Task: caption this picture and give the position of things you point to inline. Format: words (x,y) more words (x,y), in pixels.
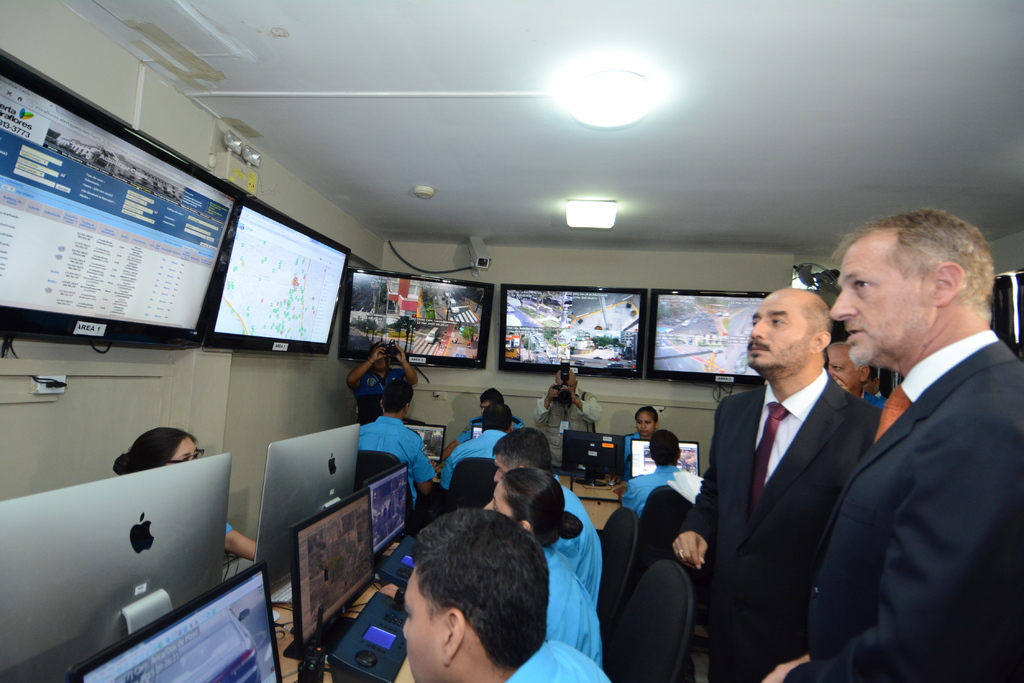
Screens (268,320), camera (481,250), fan (818,282) and device (251,173) are on walls (364,231). Lights (594,84) are attached to the ceiling (584,157). On these tables (305,642) there are computers (161,553), monitors (341,488) and devices (389,563). Few people (435,532) are sitting on chairs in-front of these tables (327,675). Far two people (558,437) are standing and holding cameras (389,345). Front these people (892,399) are standing and looking at this screen (60,234).
